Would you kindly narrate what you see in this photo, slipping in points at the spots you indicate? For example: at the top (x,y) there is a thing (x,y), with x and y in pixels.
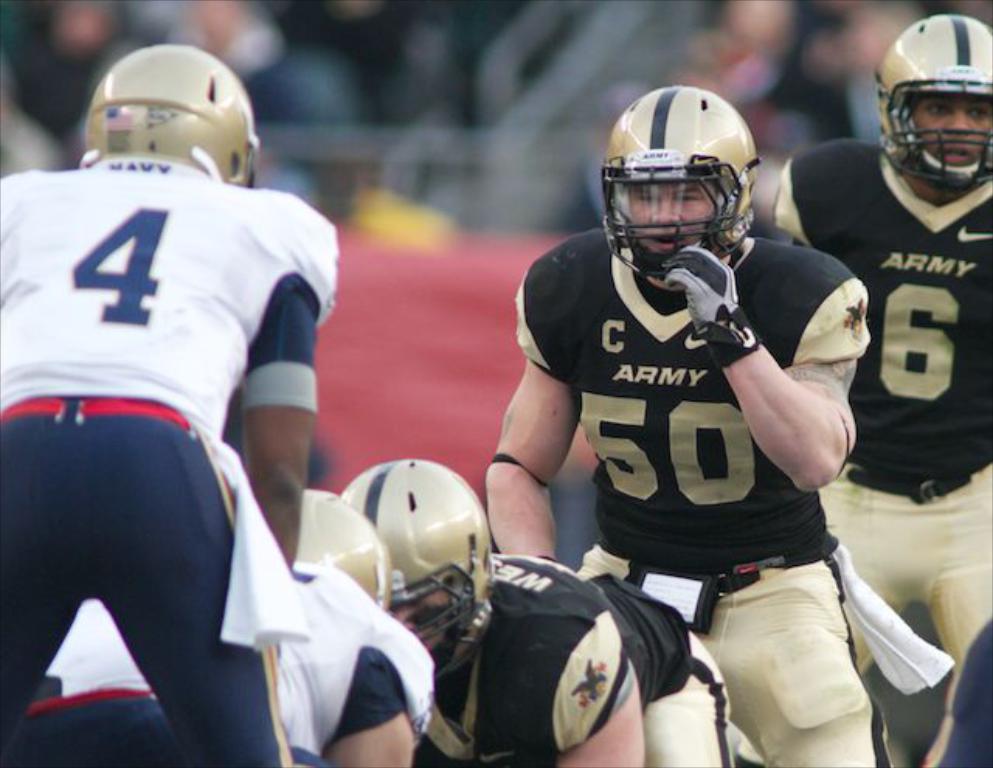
This picture is taken in the playground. In this image, we can see a group of people (206,249) wearing helmet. In the background (256,8), we can see a black color and red color.
